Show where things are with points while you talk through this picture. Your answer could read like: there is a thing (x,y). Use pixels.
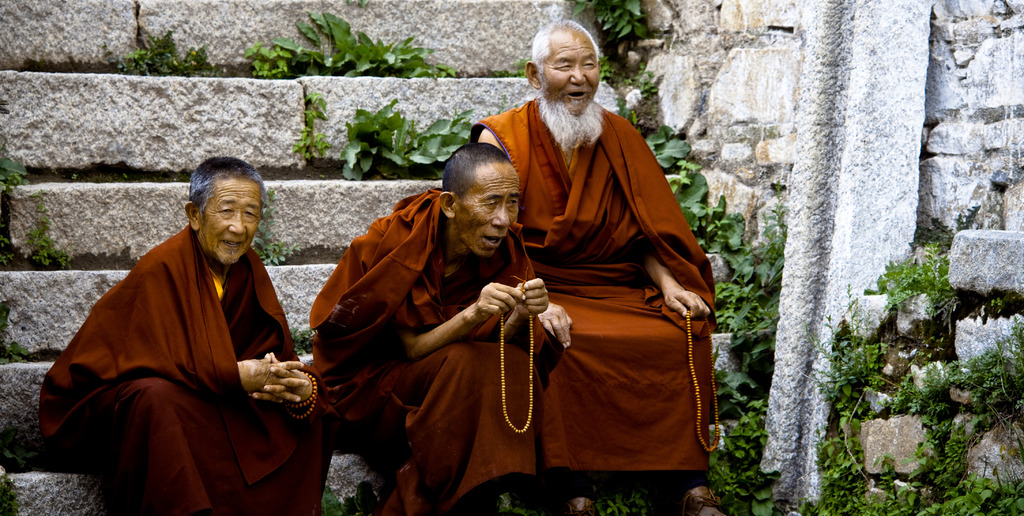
In this image there are three people (407,227) sitting on the steps (288,285) in which two them are holding chains (531,360), there are few plants (748,340), a stone pillar (863,155) and wall (784,169).
